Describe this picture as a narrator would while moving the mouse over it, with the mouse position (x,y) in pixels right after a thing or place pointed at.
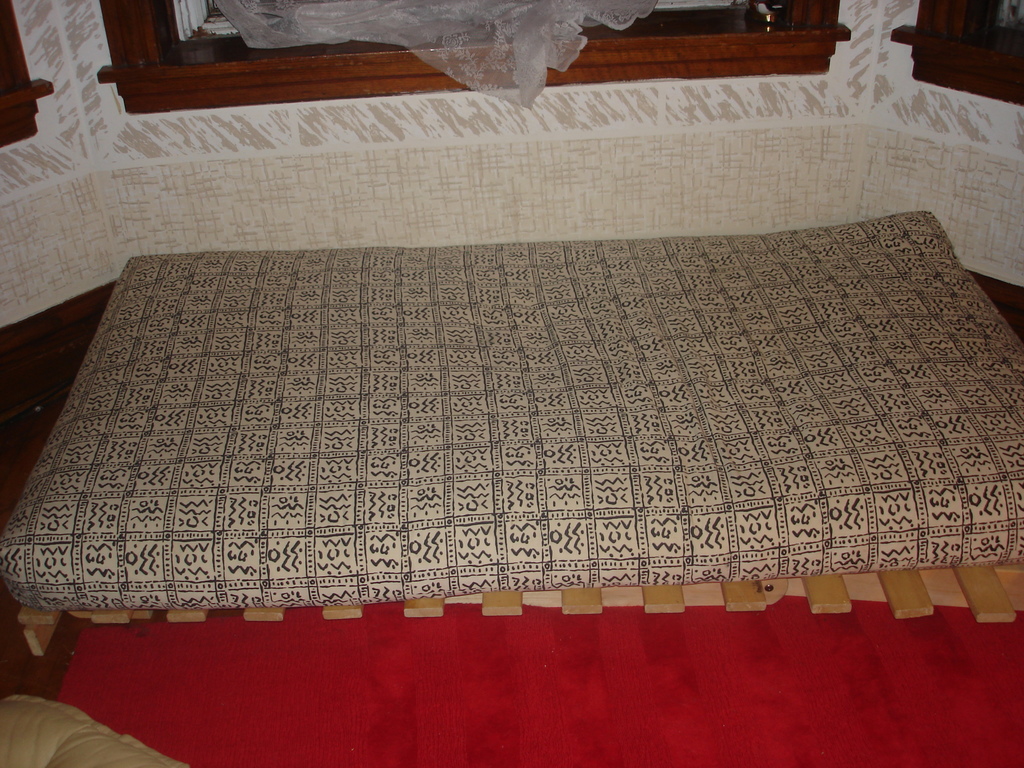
In this image I can see a bed (587,302) which is in cream color. Background (739,147) I can see wall (473,157) in cream and white color.
